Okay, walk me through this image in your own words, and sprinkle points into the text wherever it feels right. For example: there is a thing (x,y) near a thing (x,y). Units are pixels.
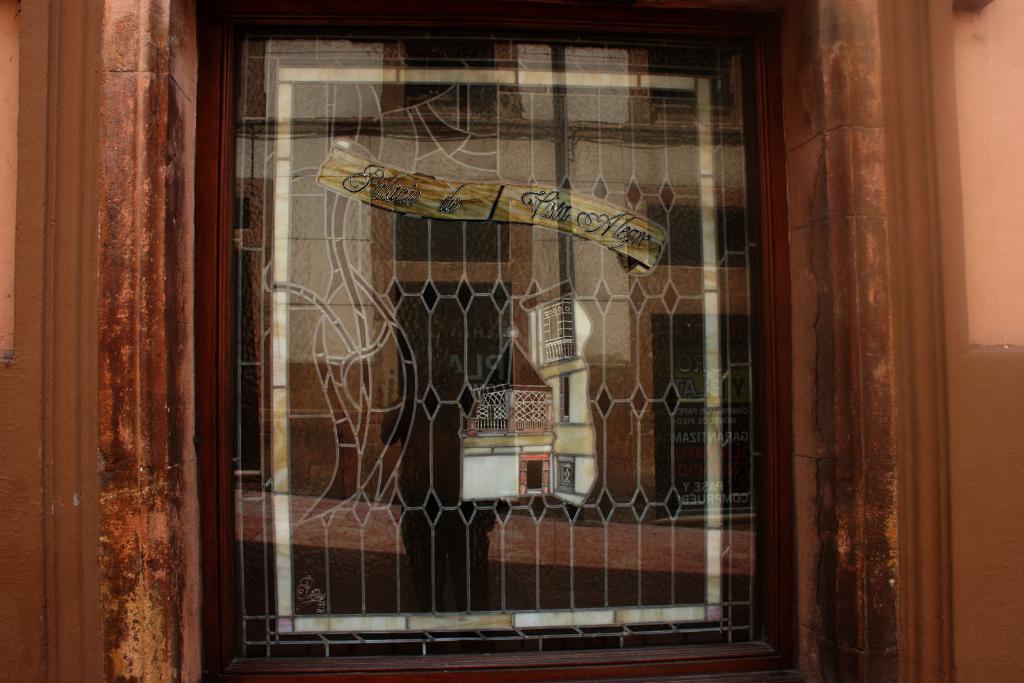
Here in this picture we can see a glass window (436,461) present over a place (178,667) and on that we can see a design (514,472) of a house (470,467) present.
